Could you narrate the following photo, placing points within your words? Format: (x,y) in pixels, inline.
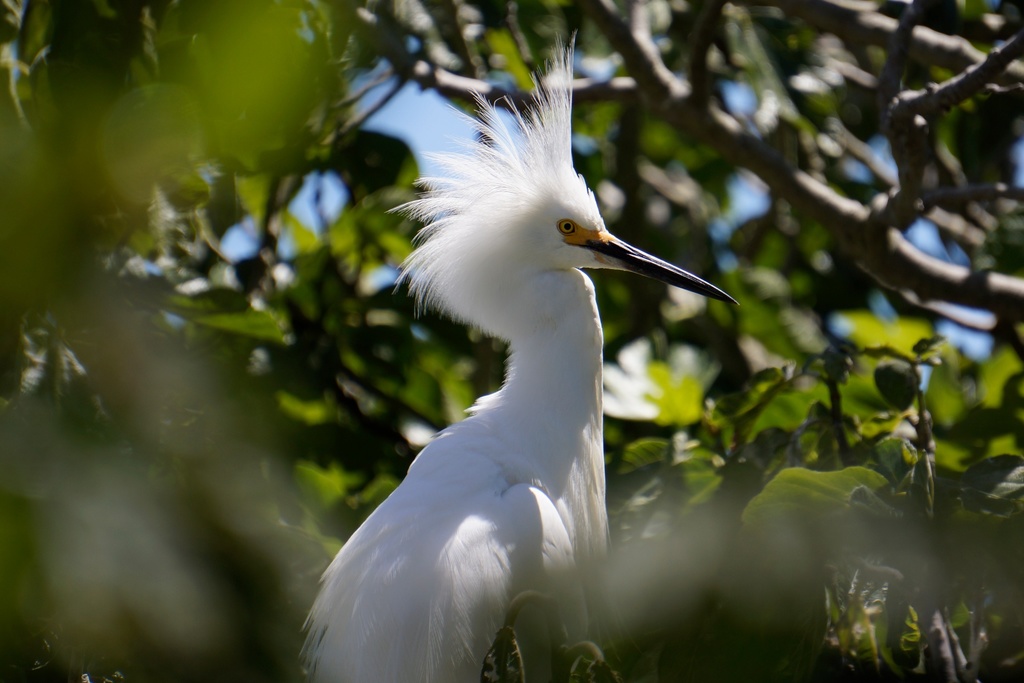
In this picture there is a white color bird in the center of the image (534,244) and there is greenery (362,237) around the area of the image.
